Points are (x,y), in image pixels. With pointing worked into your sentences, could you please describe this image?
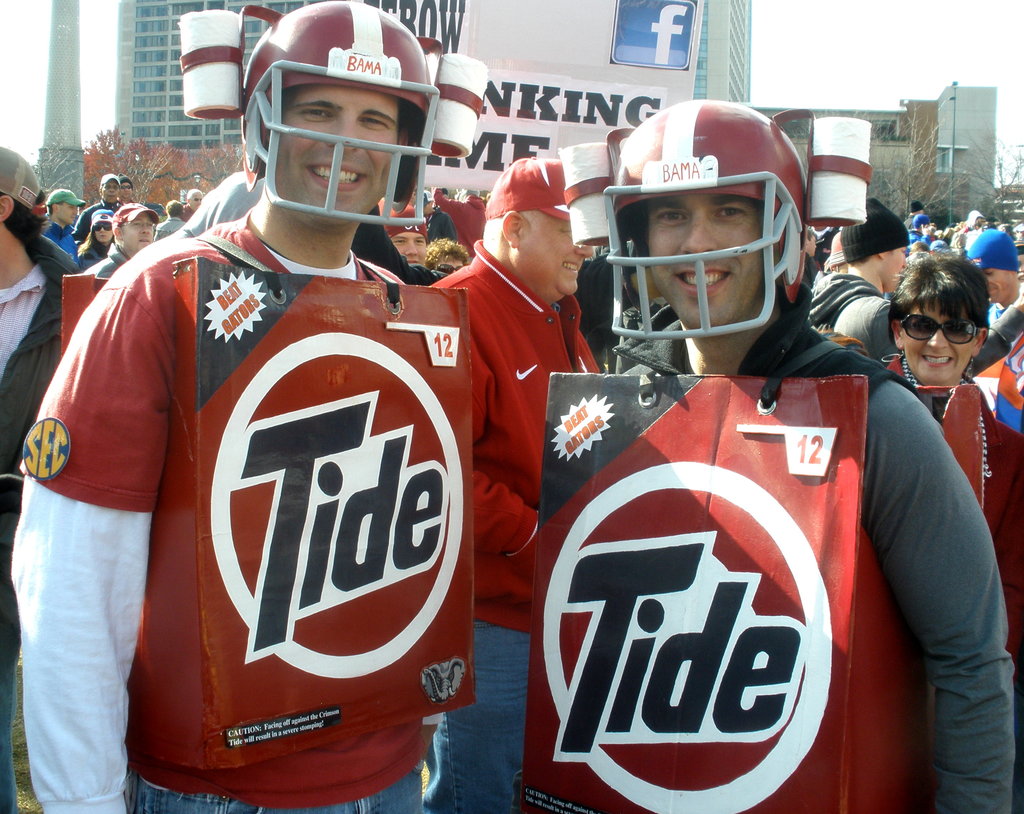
In the foreground of this image (532,685), there are two men (719,273) having posters (558,595) to their body (372,618) and helmets (414,67) to their heads (355,194) with smile on their faces (670,228). In the background (118,247), there are people (956,287), trees (177,194), buildings (131,95), banners (597,64) and the sky (901,58).
